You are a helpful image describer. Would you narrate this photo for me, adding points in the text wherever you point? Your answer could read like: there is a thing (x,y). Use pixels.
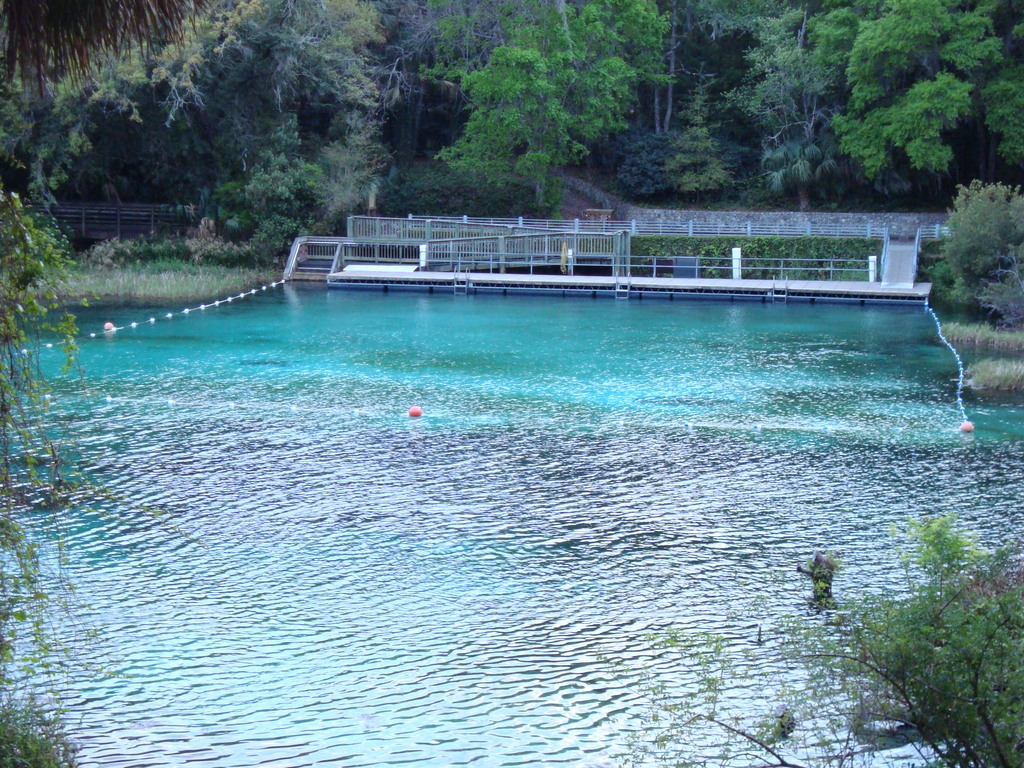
In this image there is a bridge (608,287) having a fence (441,237). There are balls (413,414) on the surface (392,444) of the water (326,482). Front side of the image there are trees (960,597). Background (152,269) there are trees (499,125) and plants (228,245) on the land (227,221).
